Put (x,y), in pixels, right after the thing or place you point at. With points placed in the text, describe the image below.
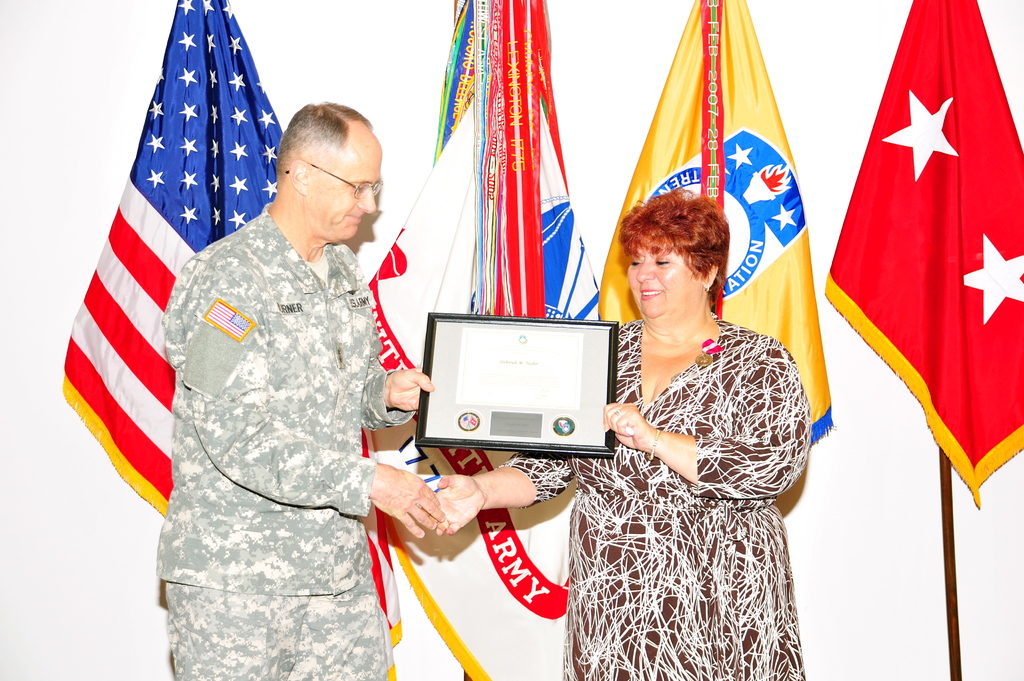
In the picture there is a woman (600,486) receiving an award (457,384) from an officer (245,398) and behind them there are four flags (604,315).
